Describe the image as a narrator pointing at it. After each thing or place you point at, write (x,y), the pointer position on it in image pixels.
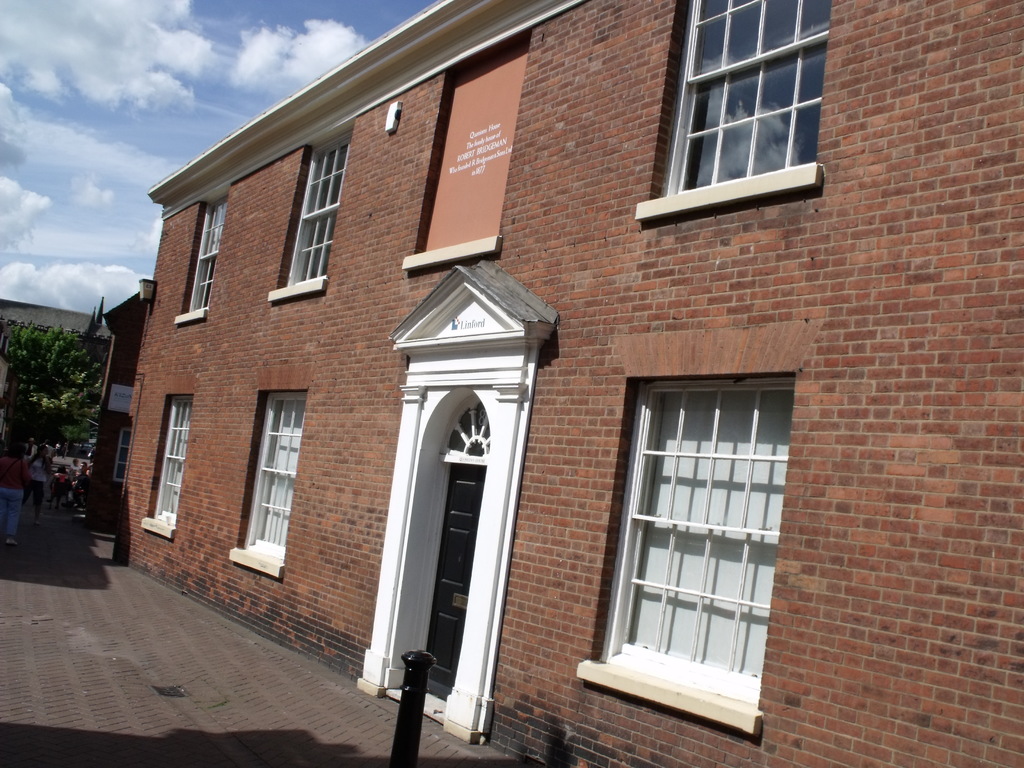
In the image there is a brick building (293,399) with doors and windows (768,119) on the right side (808,189), on the left (41,499) there are few people (41,490) walking and in the back (50,391) there are trees (53,348) and above its sky (213,73).
